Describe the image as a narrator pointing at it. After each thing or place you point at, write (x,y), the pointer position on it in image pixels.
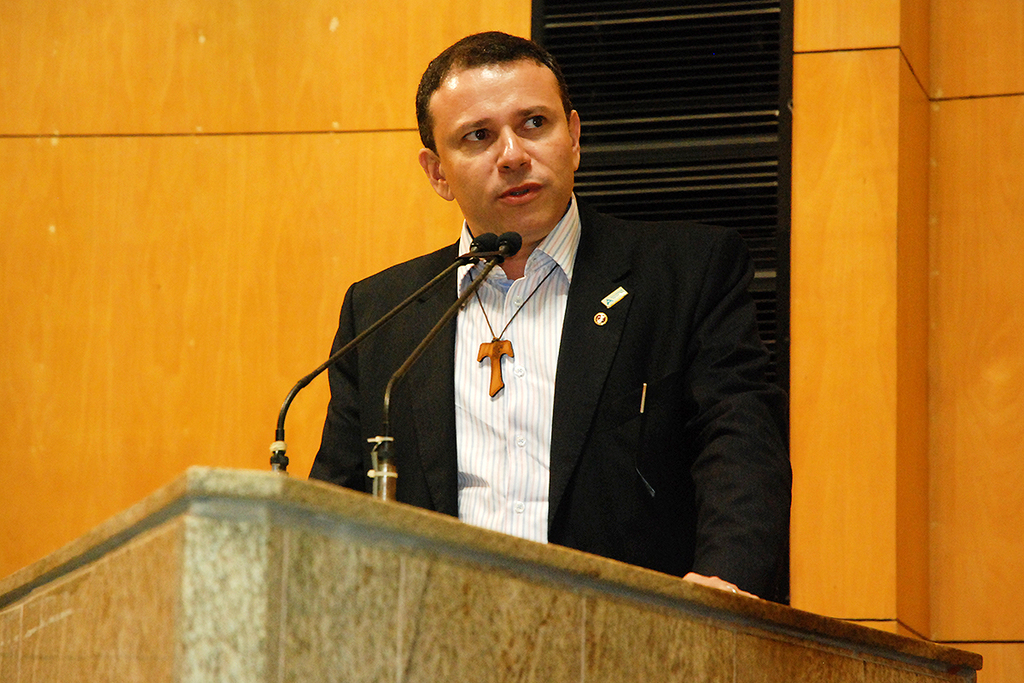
In the center of the image (661,248) we can see a man (577,383) is standing in-front of podium (159,618) and talking. On podium (333,517) we can see the mics (383,491). In the background of the image (82,362) we can see the wall (907,322).
